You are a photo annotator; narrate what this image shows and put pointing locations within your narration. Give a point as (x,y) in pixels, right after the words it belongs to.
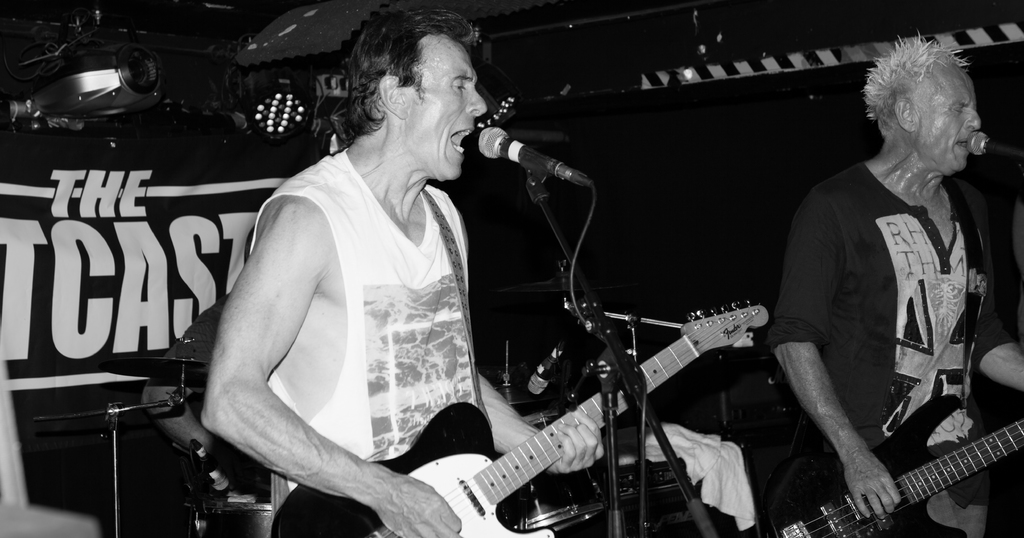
In this picture, In the middle (385,334) there is a man (403,419) standing and holding a music instrument (514,479) which is in black color, he is singing in the microphone (500,147) and in the right side (879,444) there is a man (896,338) standing and holding a music instrument (935,479), In the background (184,241) there is a black color poster (123,227).
